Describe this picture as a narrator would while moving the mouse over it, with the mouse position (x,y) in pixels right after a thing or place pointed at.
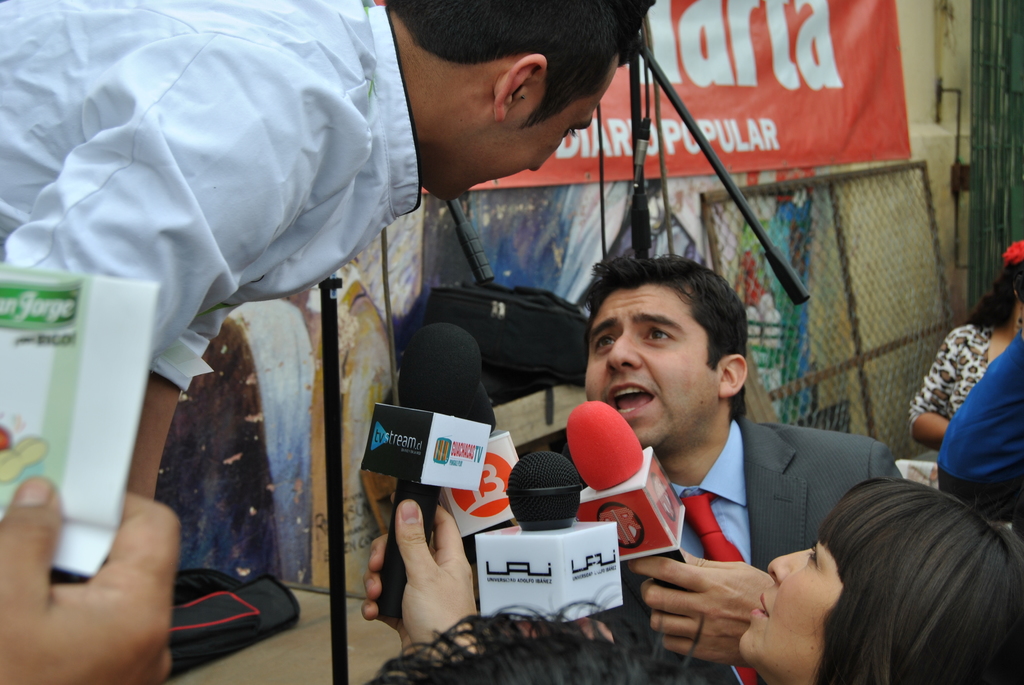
In this picture there are people (679,328) standing and talking and their microphones (584,446) in front of them there is another person (288,59) standing here.
